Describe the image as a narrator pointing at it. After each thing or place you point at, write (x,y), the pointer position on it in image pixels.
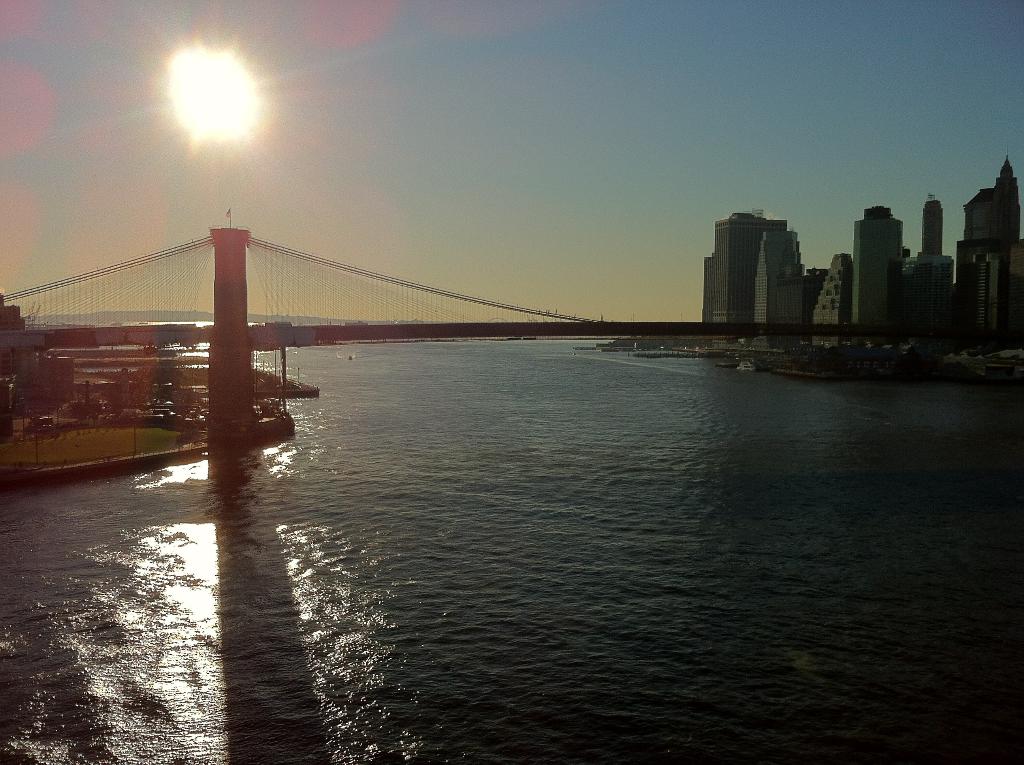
At the bottom of the picture (489,567), we see water (589,603) and this water (701,626) might be in the lake (353,685). On the left side (202,418), we see a pillar (244,376), poles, grass (114,434), vehicles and buildings (52,390). In the middle of the picture (505,330), we see a bridge (456,336). On the right side (770,237), we see the buildings (730,253). At the top (617,99), we see the sky (502,67) and the sun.
